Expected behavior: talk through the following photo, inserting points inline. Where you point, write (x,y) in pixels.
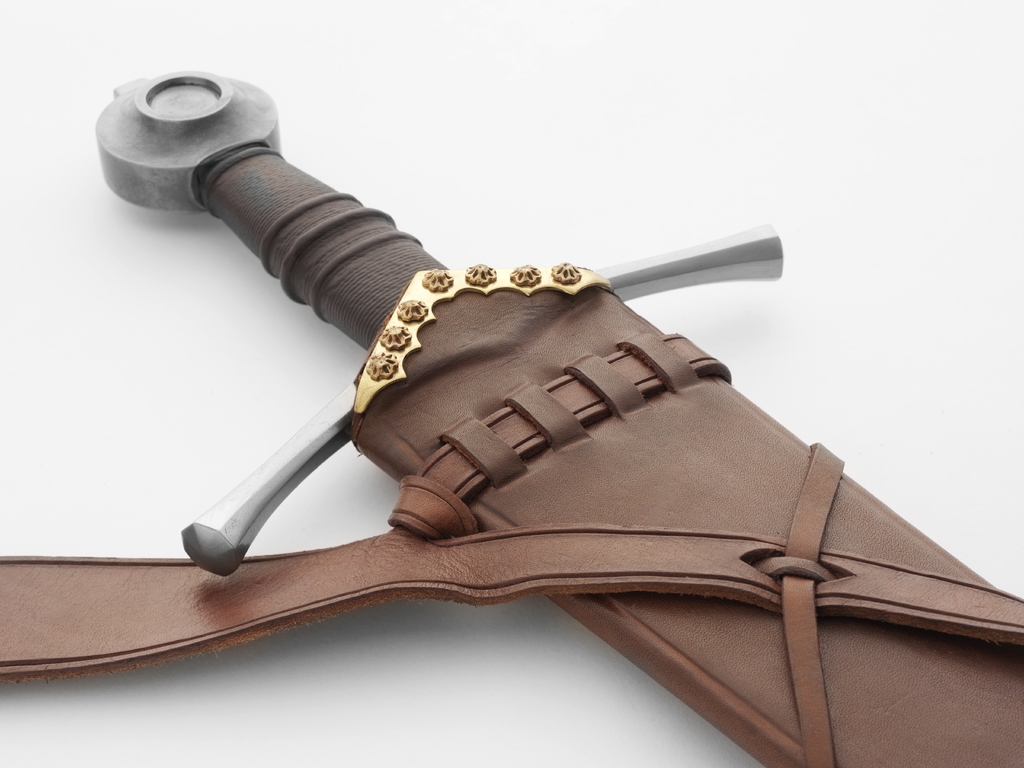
In this image we can see sword (188,137) placed on the table (861,363).
